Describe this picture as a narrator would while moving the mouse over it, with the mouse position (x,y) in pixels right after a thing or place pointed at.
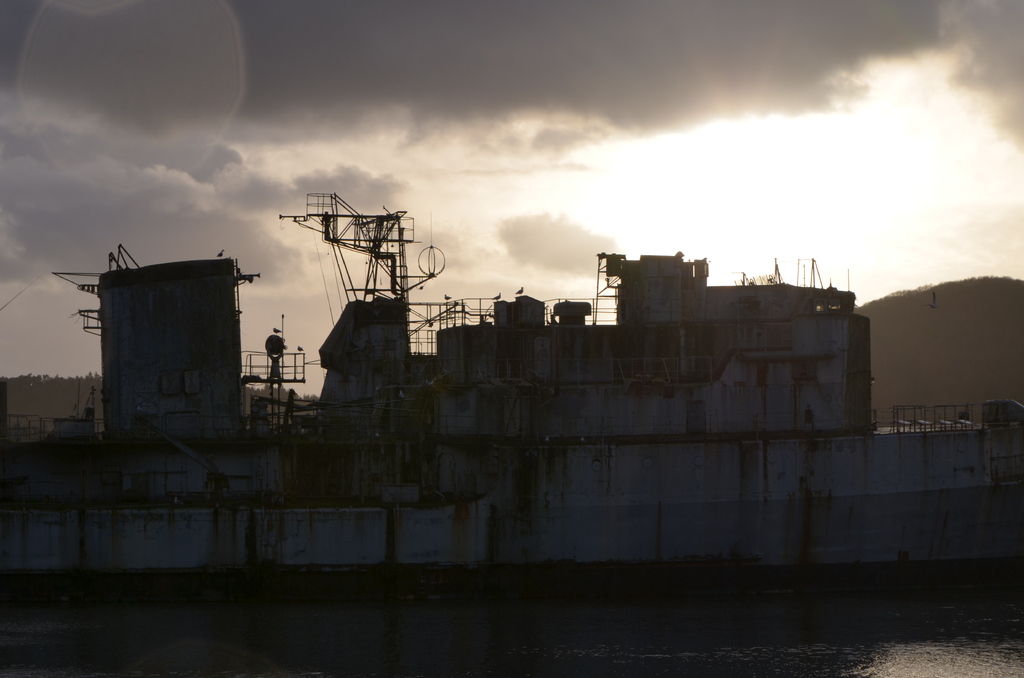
In this image there is a ship (368,356), cloudy sky (589,139), water (617,628), hills (951,333) and objects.
